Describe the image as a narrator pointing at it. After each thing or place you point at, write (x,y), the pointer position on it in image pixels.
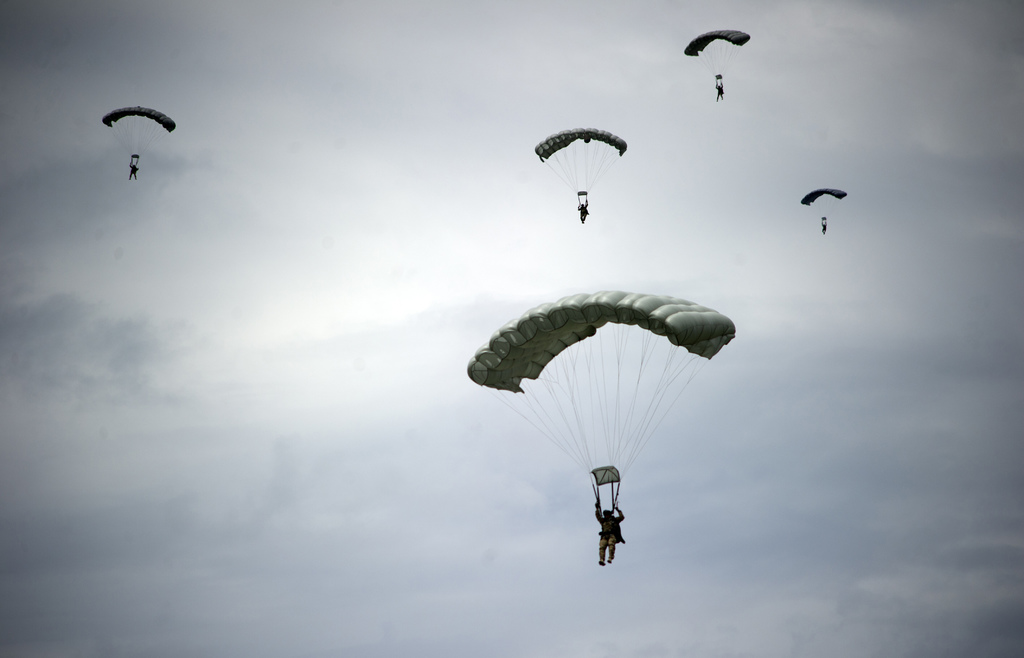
This image consists of five (615,536) people flying along with parachutes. In the background (40,285), there is sky (277,149) along with clouds (183,454).
